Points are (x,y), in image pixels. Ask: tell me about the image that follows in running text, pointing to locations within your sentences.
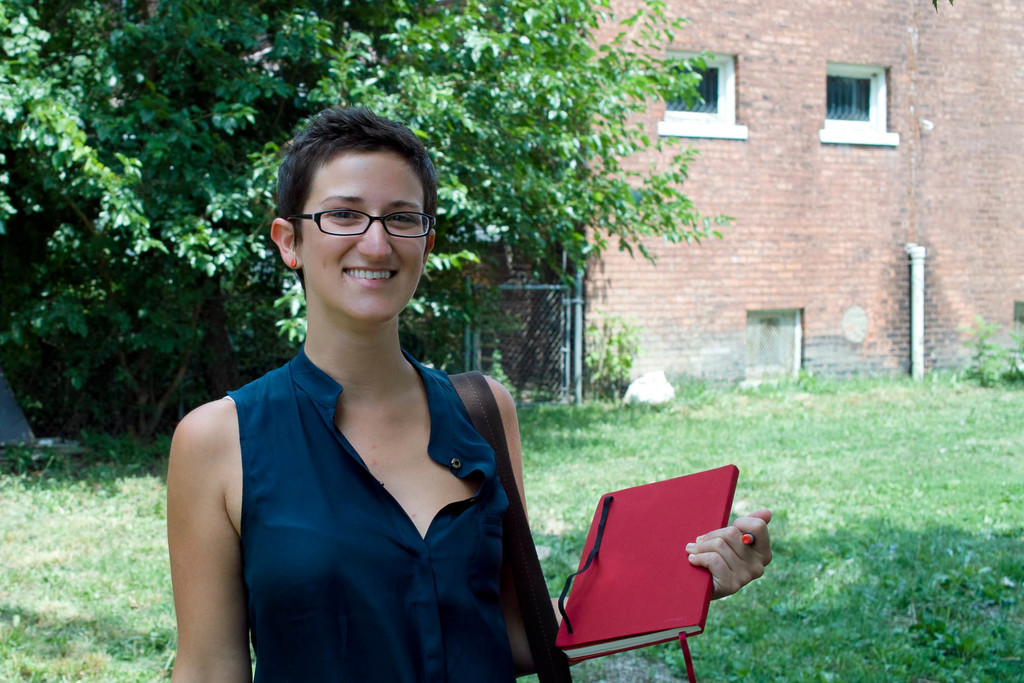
In this image there is a woman (371,500) holding a book (605,559) in her hand (748,572). She is wearing spectacles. Behind her there is a fence (516,343). Right side (983,275) there is a wall (747,84) having windows (857,76). Left side (41,147) there are few trees (331,88) on the grassland (963,532) having plants (975,618).
